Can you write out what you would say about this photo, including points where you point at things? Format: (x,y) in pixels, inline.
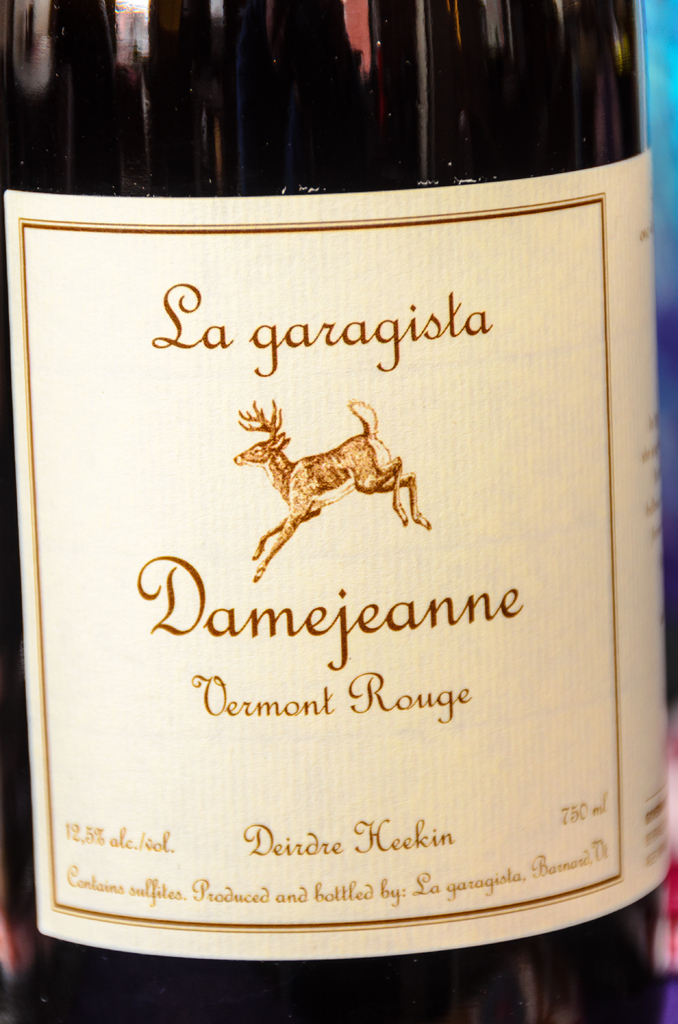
In this image I can see a bottle (502,281), on top of bottle (540,300) I can see a text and animal image (311,492).
